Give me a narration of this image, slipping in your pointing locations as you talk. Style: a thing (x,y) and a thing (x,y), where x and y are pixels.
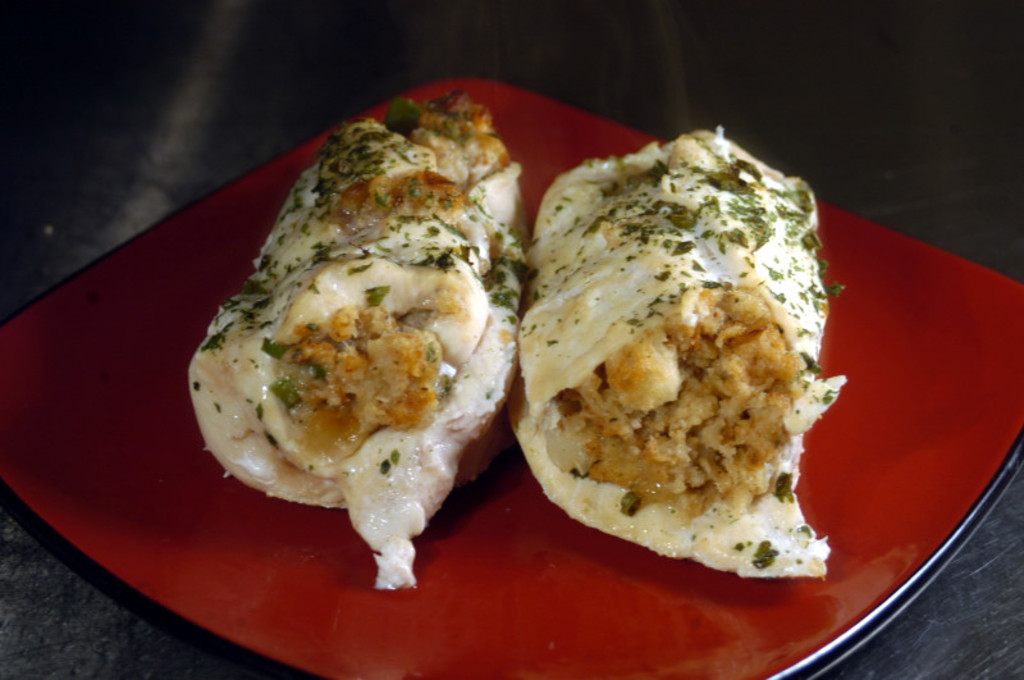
We can see plate (321,635) with food (808,535) on the platform (56,612).
